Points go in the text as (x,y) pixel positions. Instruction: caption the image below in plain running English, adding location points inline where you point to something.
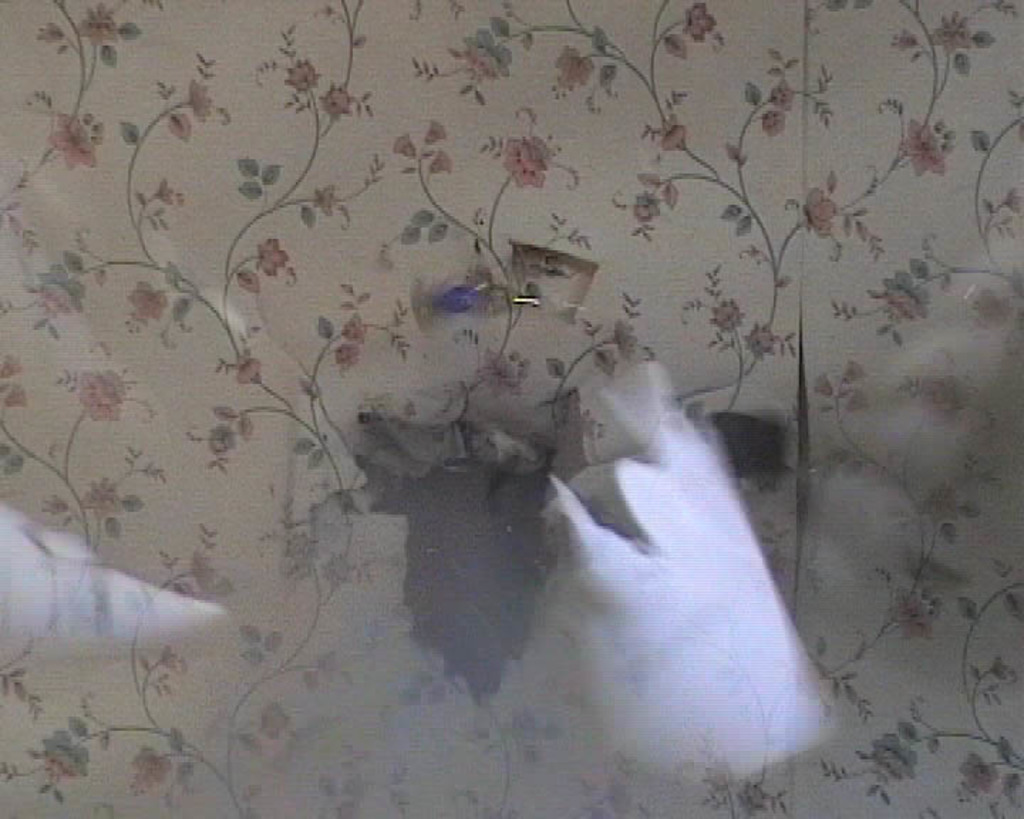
In the image I can see the flower design (362,321) on one object (284,461).
